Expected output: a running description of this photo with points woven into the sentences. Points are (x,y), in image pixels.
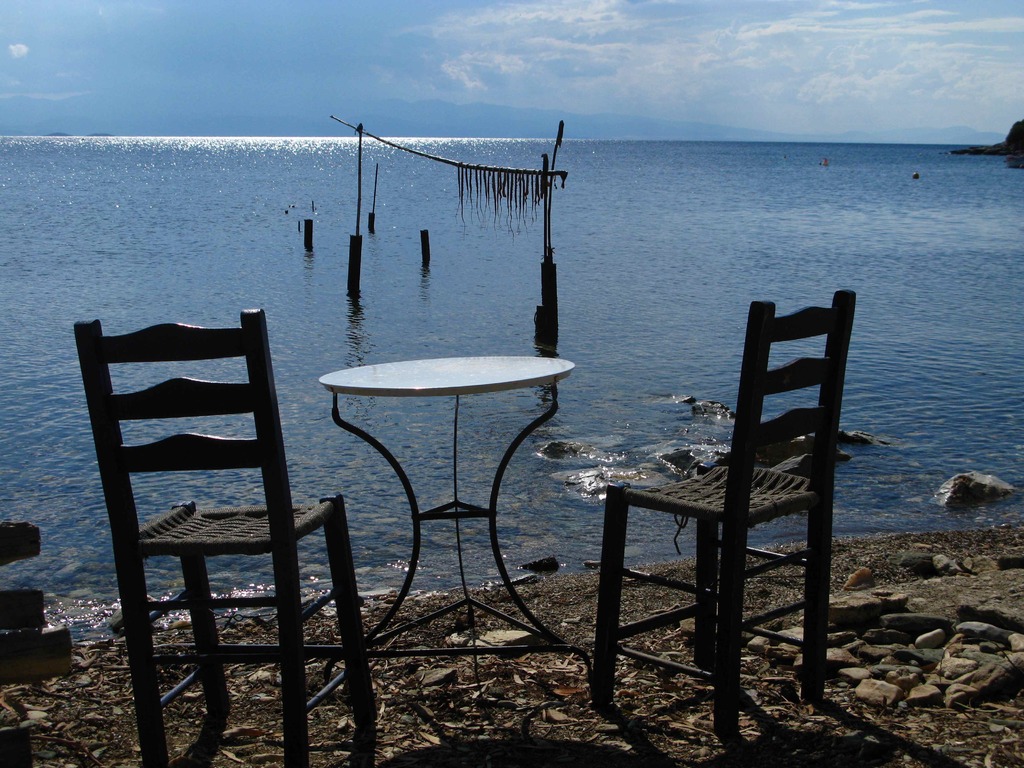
This is an outside view. Here I can see a table (349,386) and two chairs (704,587) on the ground (615,739). At the bottom (871,698) there are stones (975,657) and dry leaves (592,711). In the background (343,207), I can see the water (843,241). At the top of the image (388,93) I can see the sky (361,69) and clouds (966,56). In the middle of the image (544,299) there are few sticks (545,275) in the water (426,289).
